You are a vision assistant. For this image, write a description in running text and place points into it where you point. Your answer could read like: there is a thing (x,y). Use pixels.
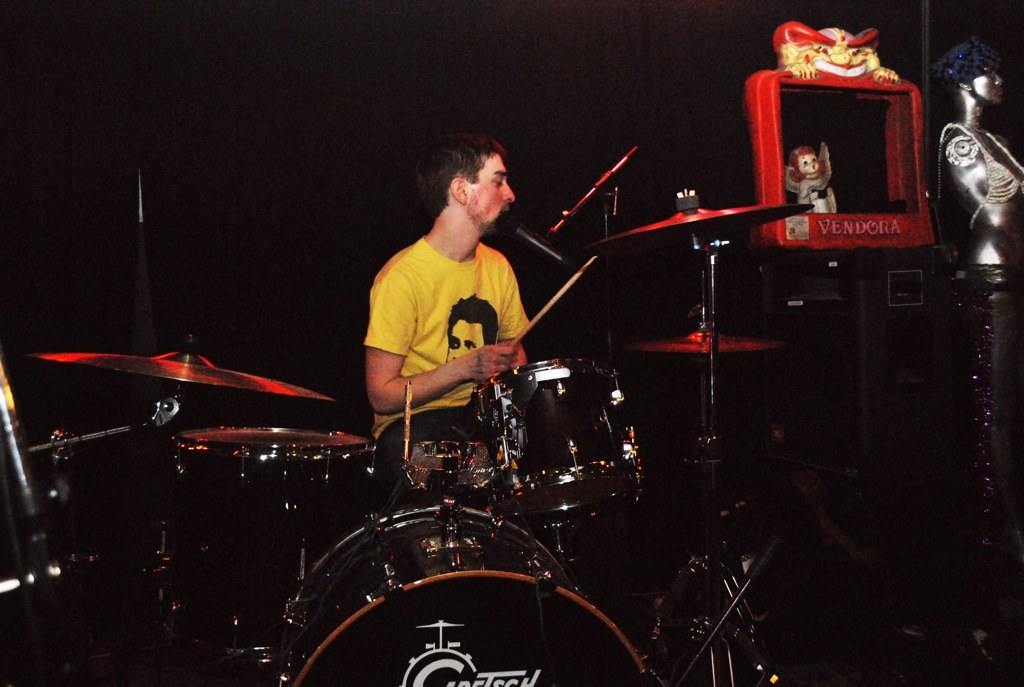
In this picture we can see a person (383,299), he is holding a stick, here we can see musical drums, statue (1006,237), toy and some objects (824,379) and in the background (736,441) we can see it is dark.
